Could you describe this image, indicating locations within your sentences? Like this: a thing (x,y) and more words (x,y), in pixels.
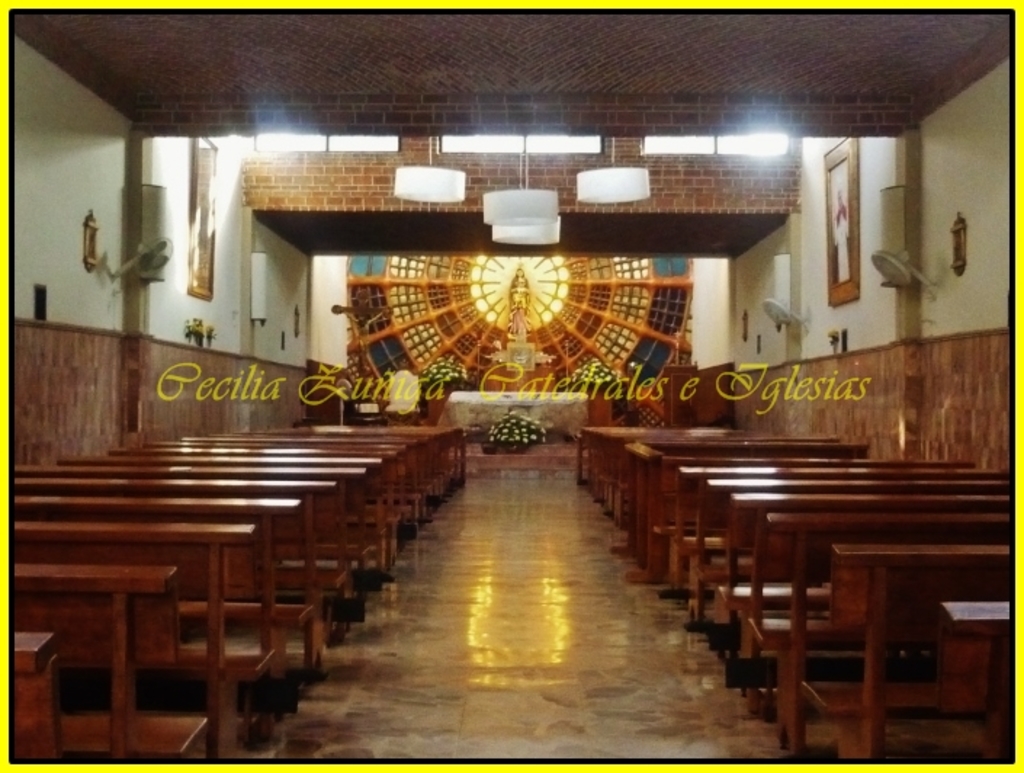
In this picture we can see many benches (868,634). In the center (347,372) there is a watermark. On the background (517,301) we can see statue (515,317), flowers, bouquet (502,437). On the wall (36,258) we can see many fans (768,301). On the top (418,179) we can see lights (432,193).
